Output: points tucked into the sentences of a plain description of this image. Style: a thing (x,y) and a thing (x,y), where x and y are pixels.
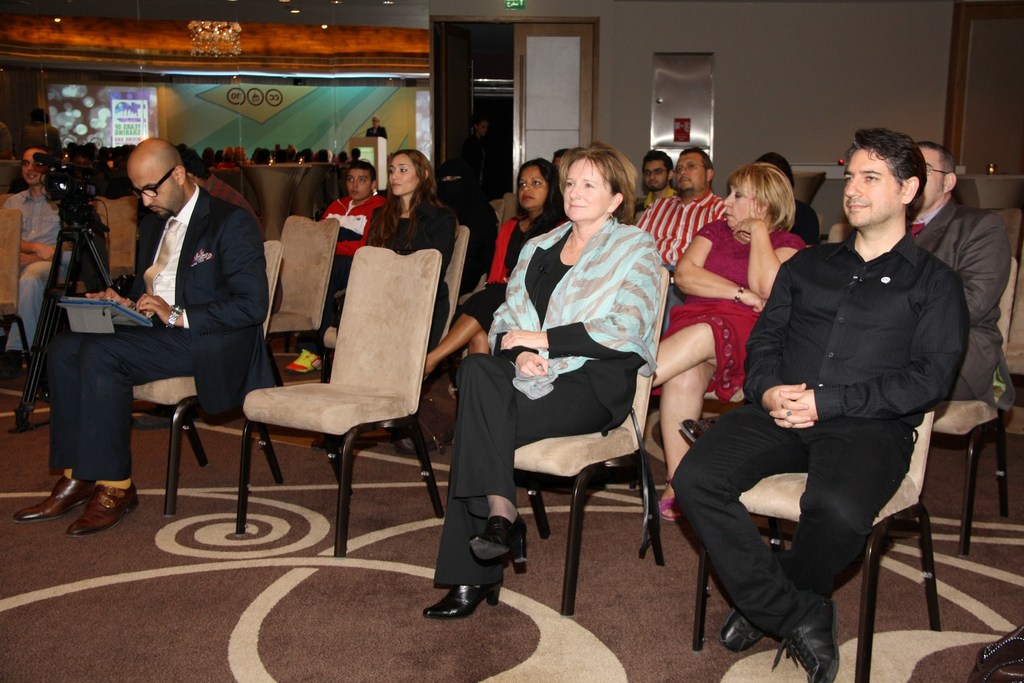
In this image I can see number of people (551,268) are sitting on chairs (1014,231). I can also see few empty chairs (371,267) and on the left side of this image (32,428) I can see a tripod stand (84,216) and on it I can see a camera (88,203). In the background (447,157) I can see two doors (556,86), few sign boards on the wall (466,5) and on the left side (146,120) I can see a white colour board (126,110). I can also see something is written on the board (140,109).
